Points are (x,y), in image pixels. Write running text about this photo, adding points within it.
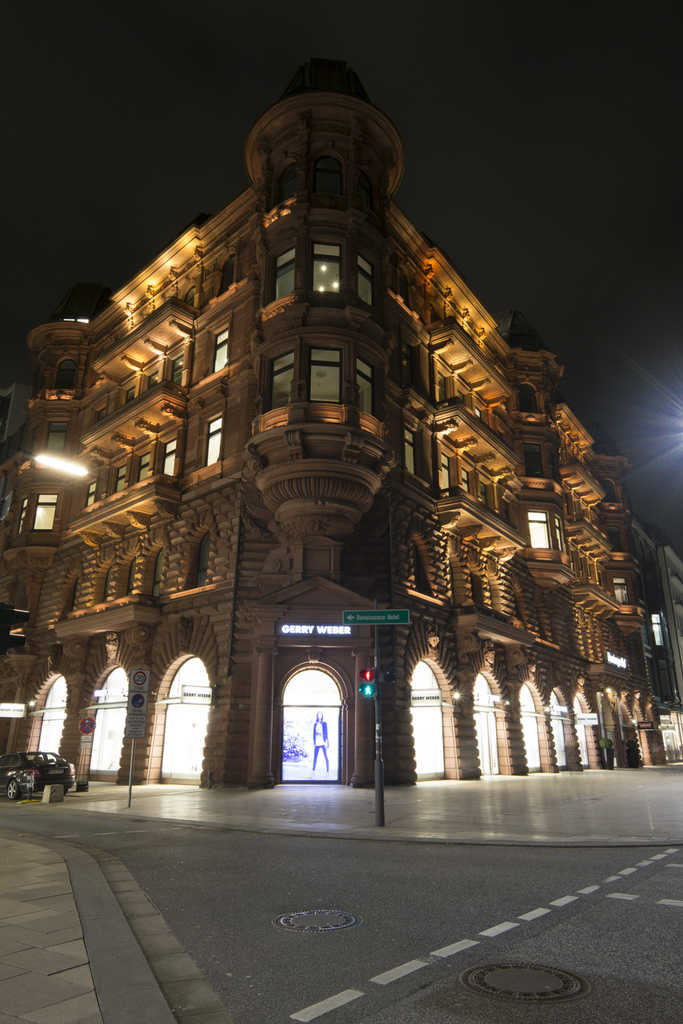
There is a road (437,882). Near to the road (514,868) there is a sign board (371,617) with a pole (379,771). On the road (489,881) there is a vehicle (45,767). Also there is a building (223,410) with windows (323,362) and arches (313,681). In the background (447,240) it is dark.
